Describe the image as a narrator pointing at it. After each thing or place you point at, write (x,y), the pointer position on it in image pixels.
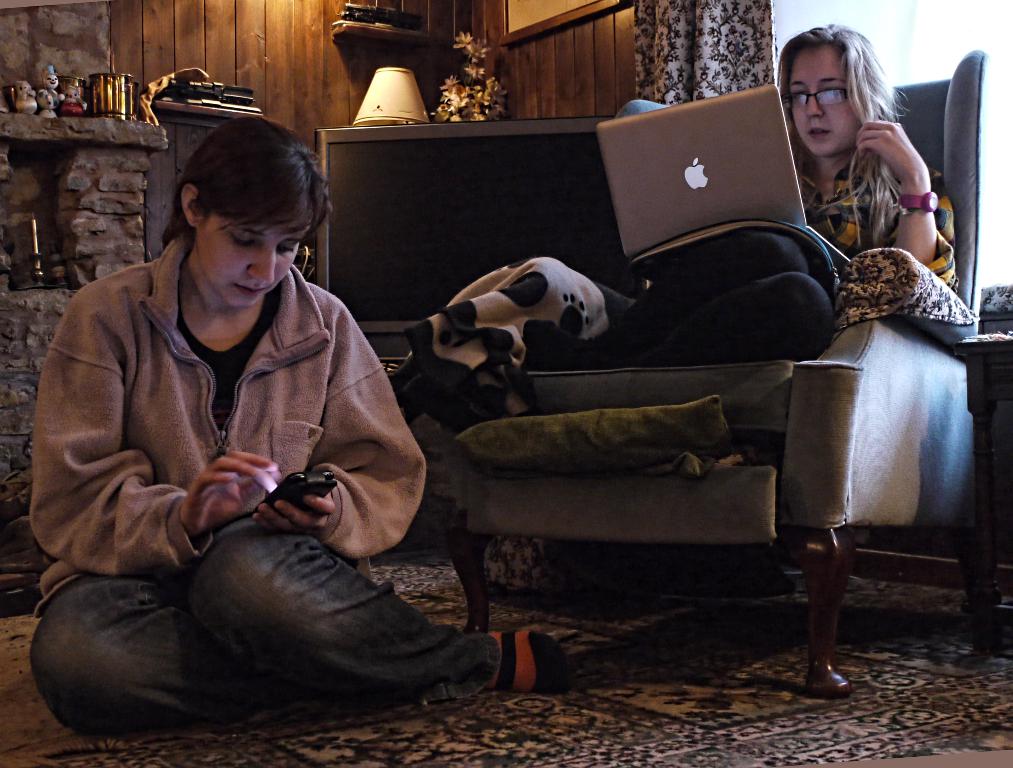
In this picture there are two people (219,274), one sitting on the floor (386,550) and operating a mobile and the other one is sitting on a chair (808,418) and operating a laptop (791,216). In the background (564,72) we observe wooden wall (577,78), curtains (713,50), flower pots (468,87) and a brick wall (31,6).
